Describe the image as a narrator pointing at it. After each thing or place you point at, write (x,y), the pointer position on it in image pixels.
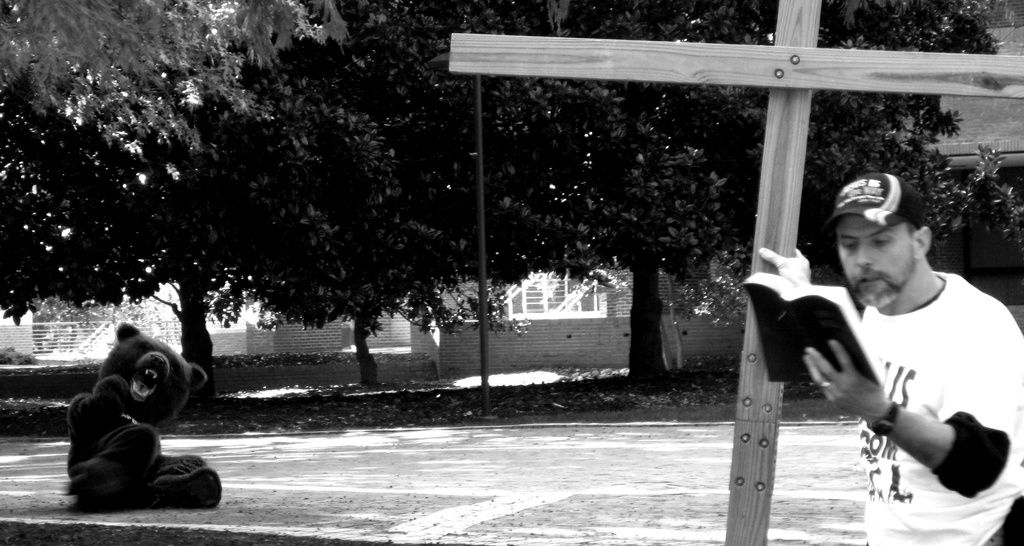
In the image we can see there is a man (950,355) standing and he is holding a cross (776,428) and a book (795,333) in his hand (851,398). There is a bear (147,432) sitting on the ground (306,488) and behind there are lot of trees (495,239). The image is in black and white colour.
